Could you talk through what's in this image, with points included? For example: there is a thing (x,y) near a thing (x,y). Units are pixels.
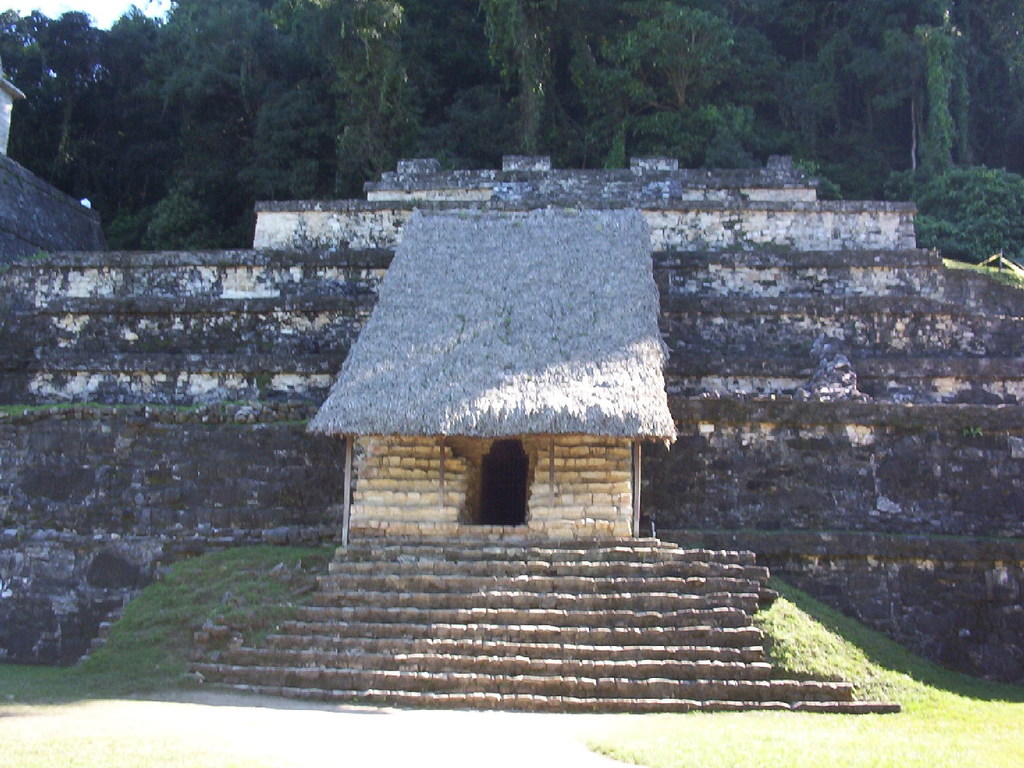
In this image there is a hut (487,532), steps (507,623), grass (1014,710), few stone walls (826,315) and few trees (835,162).
